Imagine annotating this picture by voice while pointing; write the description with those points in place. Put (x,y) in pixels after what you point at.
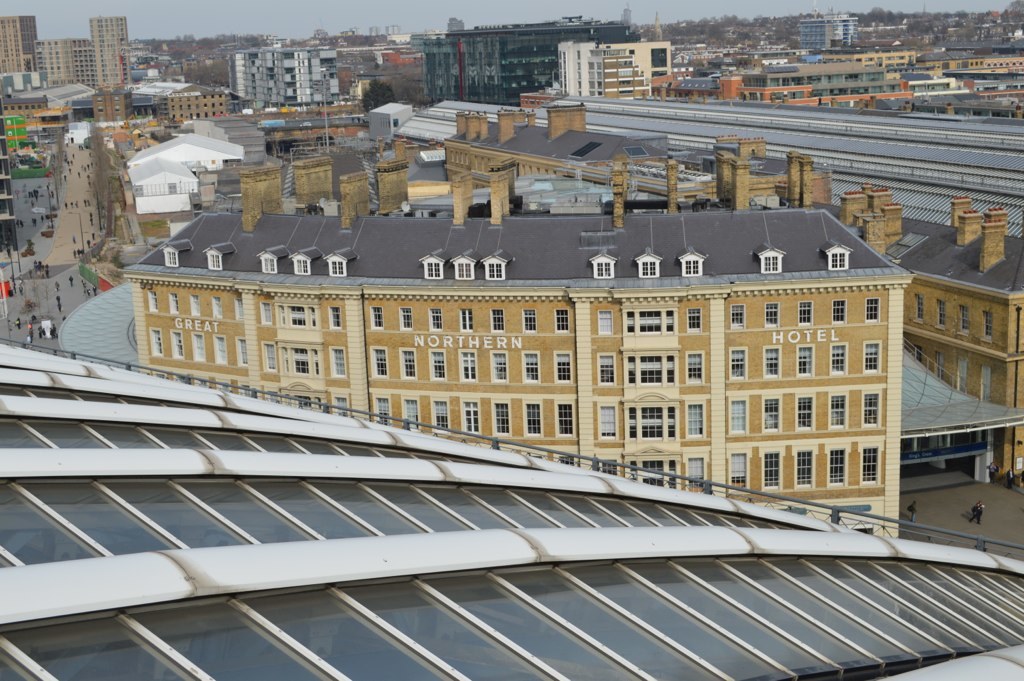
In this image there is the sky (452,9) towards the top of the image (219,18), there are buildings (641,239), there is text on the building (550,339), there are windows (527,405), there are group of persons (58,290) walking on the road (61,243), there is a building (904,601) towards the bottom of the image (580,607).
